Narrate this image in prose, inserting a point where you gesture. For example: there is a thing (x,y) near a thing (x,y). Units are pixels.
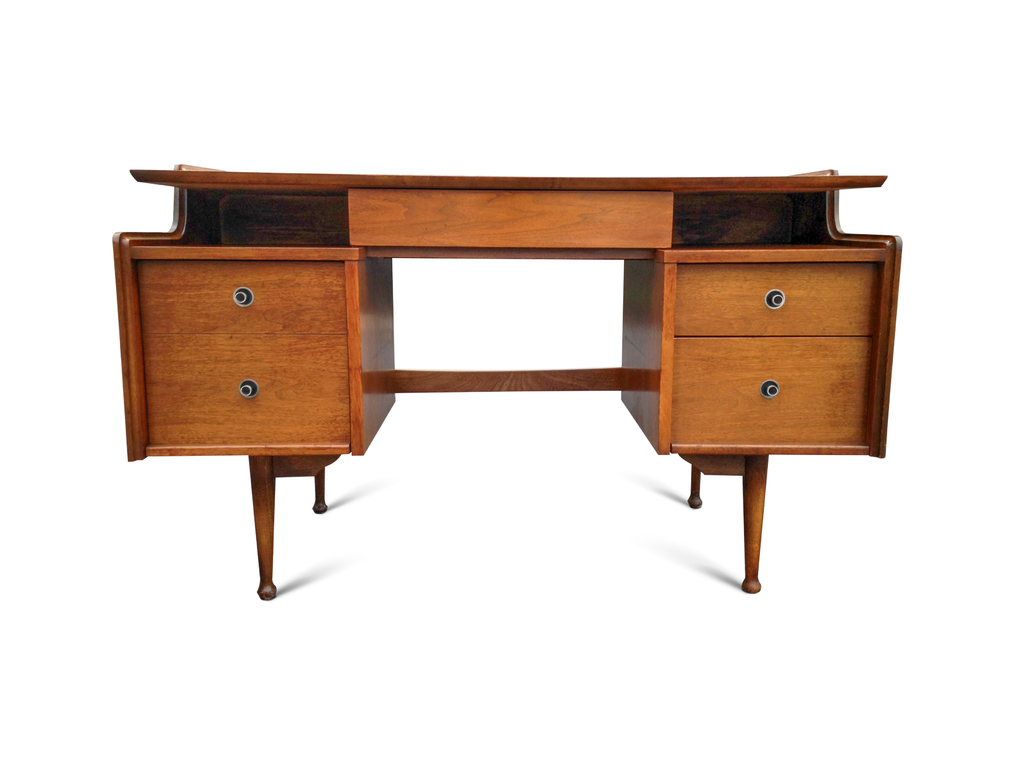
In this picture we can see a wooden writing desk (331,275), there are five drawers (775,339) here, we can see a white color background (141,231).
